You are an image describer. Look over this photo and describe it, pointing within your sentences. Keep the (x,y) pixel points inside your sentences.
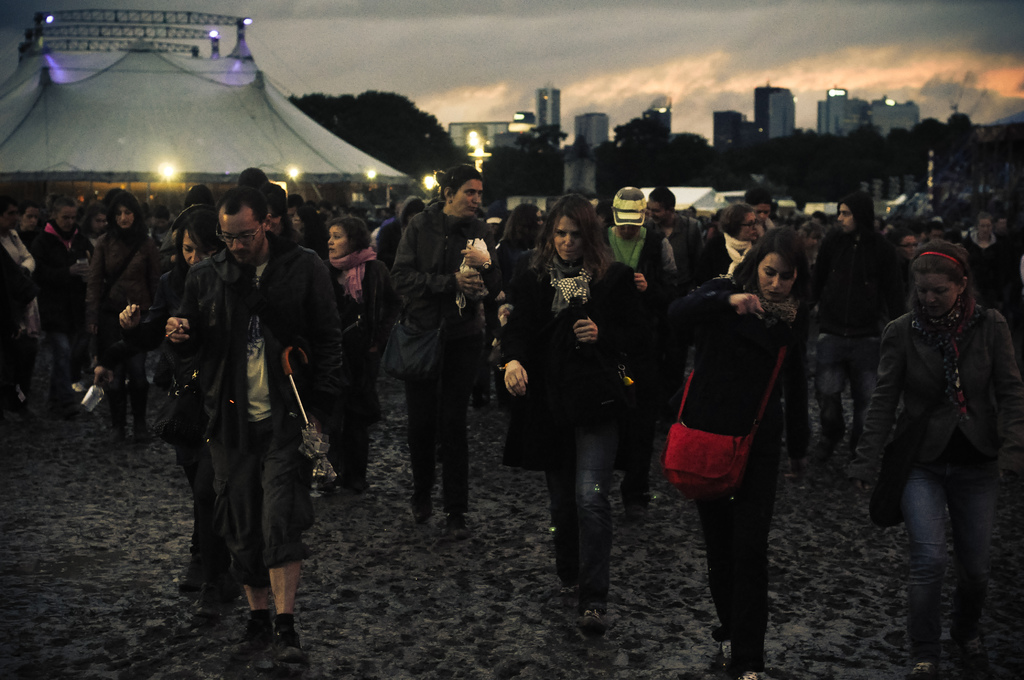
In the picture we can see a path (461,667) and on it we can see many people (214,431) are standing and some are walking and they are holding bags (167,418) and behind them, we can see a tent (50,172) with lights (175,174) to it and beside it, we can see some plants (535,168) and far away from it we can see trees (519,144), tower buildings (547,125) and sky (772,76) with clouds (805,84).
